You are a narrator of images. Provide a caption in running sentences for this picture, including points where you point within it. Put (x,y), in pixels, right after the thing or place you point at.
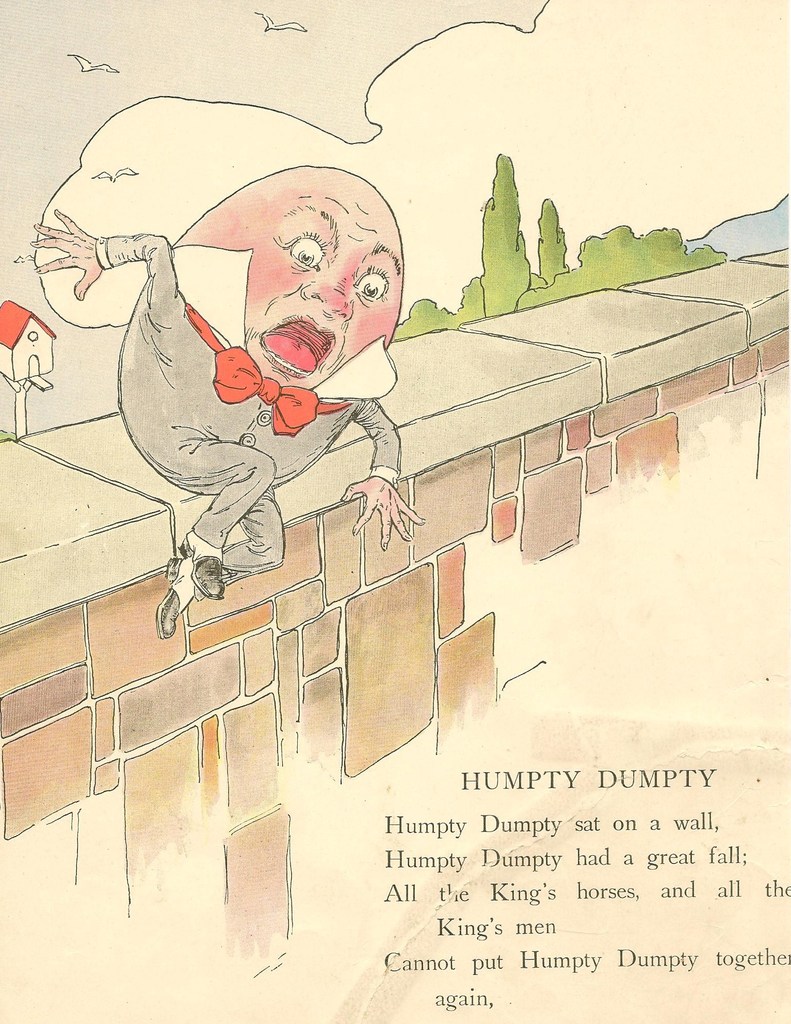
Here this is an animated printed image, in which we can see a person (186,358) falling and we can also see some text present and we can see plants (530,301), trees (602,271) and house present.
